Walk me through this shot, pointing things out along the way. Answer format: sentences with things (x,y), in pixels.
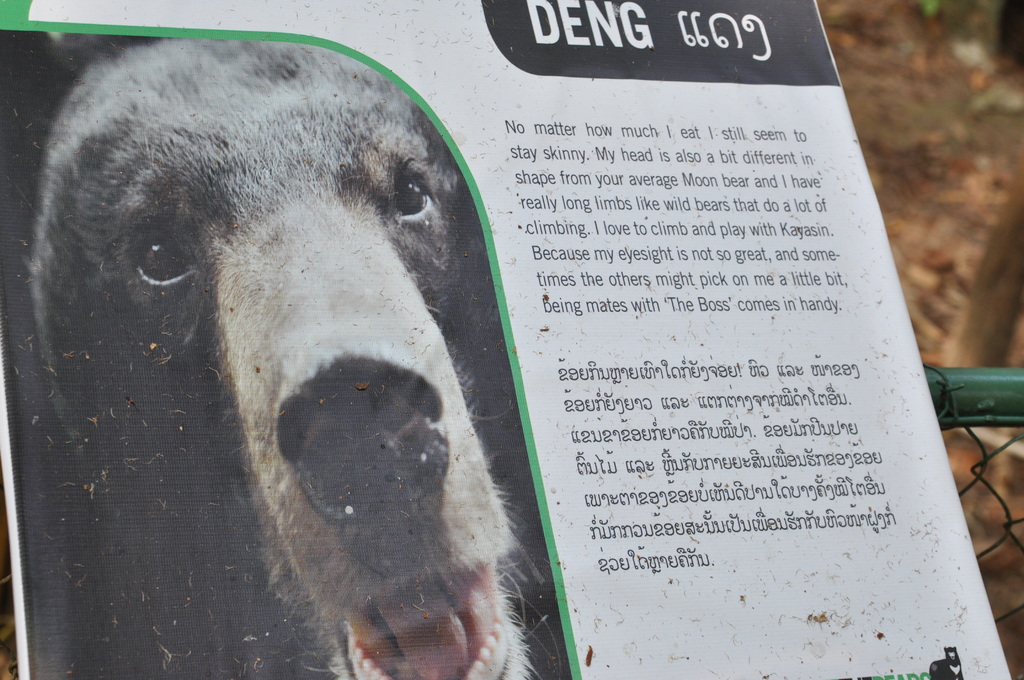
In the middle of the image (436,334) there is a poster (471,372) with an image (326,250) of an animal (375,264) and there is a text (607,175) on it. In the background (914,245) there is a ground (933,197) and there is a fence (992,415).
